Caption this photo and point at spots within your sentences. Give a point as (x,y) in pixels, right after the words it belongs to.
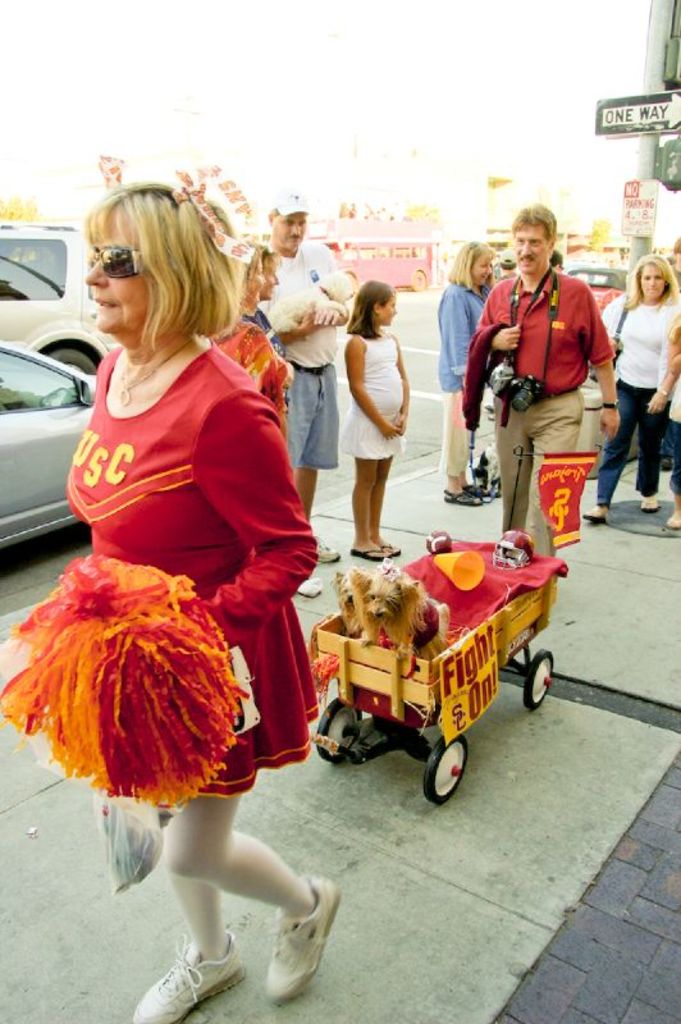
This is an outside view. On the left side (205,543), I can see a woman (197,574) wearing a red color dress (169,485) and walking on the ground (434,946) towards the left side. At the back of her there is a trolley (487,652). On this trolley (418,753) I can see a dog (395,599). In the background (70,313), I can see few vehicles (5,352) and persons (644,340). On the right side (541,400) a man (536,411) holding a camera (514,388) and walking on the footpath (581,640).
